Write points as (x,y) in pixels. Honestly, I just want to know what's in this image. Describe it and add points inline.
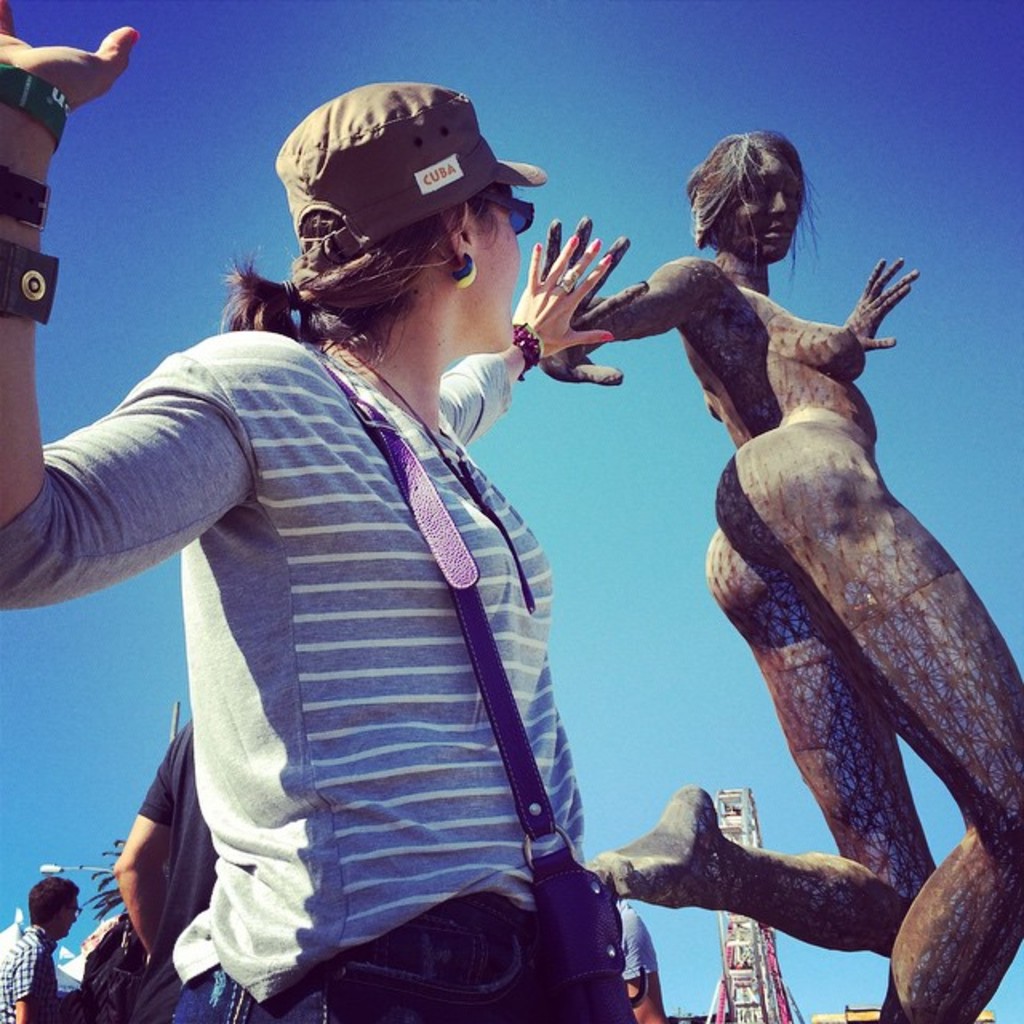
In this image we can see group of people (320,995) standing on the ground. A women (424,437) is wearing a bag (405,462), cap (411,161) and goggles (527,220) is staring at a statue of a women (806,635). In the background (762,990) we can see a Ferris wheel (749,993), pole (58,872), tree (99,886) and sky (643,50).
